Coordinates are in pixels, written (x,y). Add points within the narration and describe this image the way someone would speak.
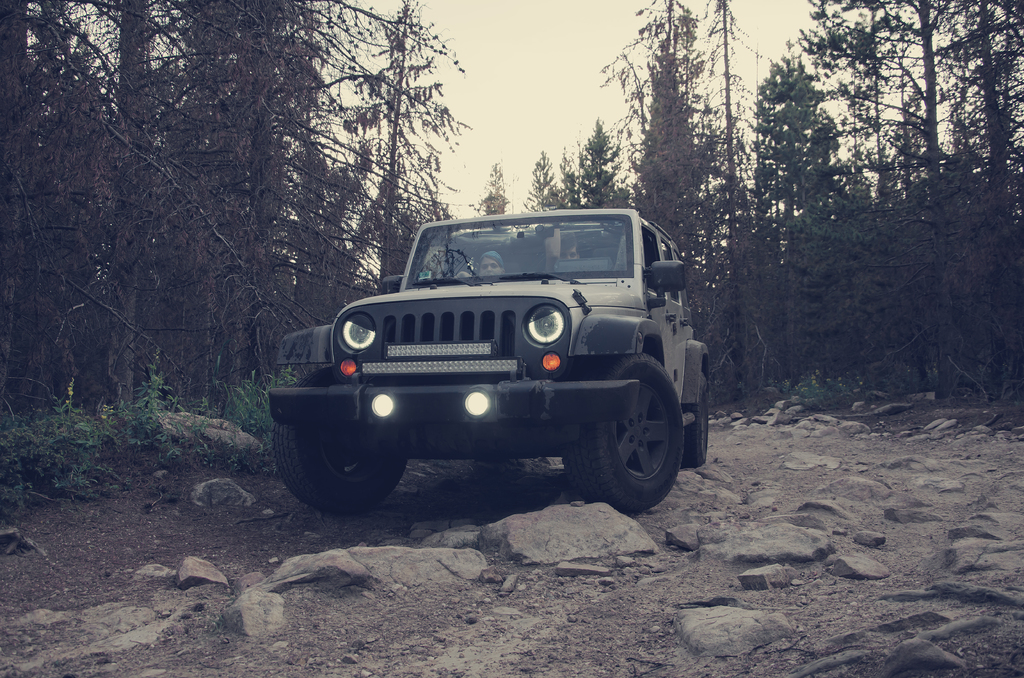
In this image there is a person (495,253) sitting in a vehicle (475,310) which is moving on the path (180,556), on the path (592,549) there are rocks (526,535) and on the either side of the path (802,508) there are trees (186,214). In the background (530,104) there is the sky (507,130).
